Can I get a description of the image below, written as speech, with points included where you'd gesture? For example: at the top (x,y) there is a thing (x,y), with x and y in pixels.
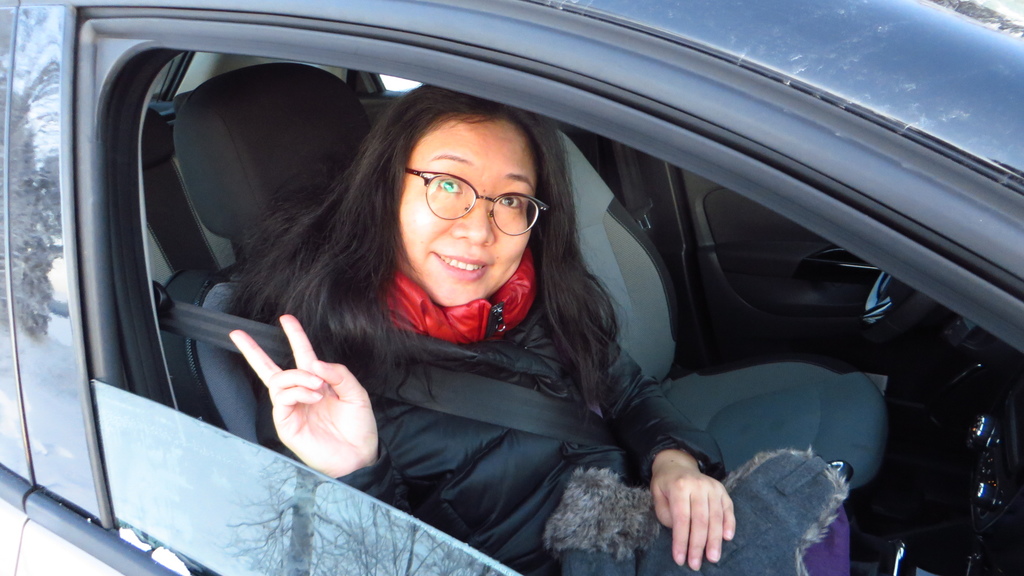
In this image a car (799,40) is visible of blue in color in which woman (464,132) is sitting on the seat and a steering (873,298) visible. In the left (27,129) tree (26,141) is visible. This woman (489,252) is having a smile (480,275) on her face (495,275) and wearing a goggle (521,231). This image is taken on the road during day time.
